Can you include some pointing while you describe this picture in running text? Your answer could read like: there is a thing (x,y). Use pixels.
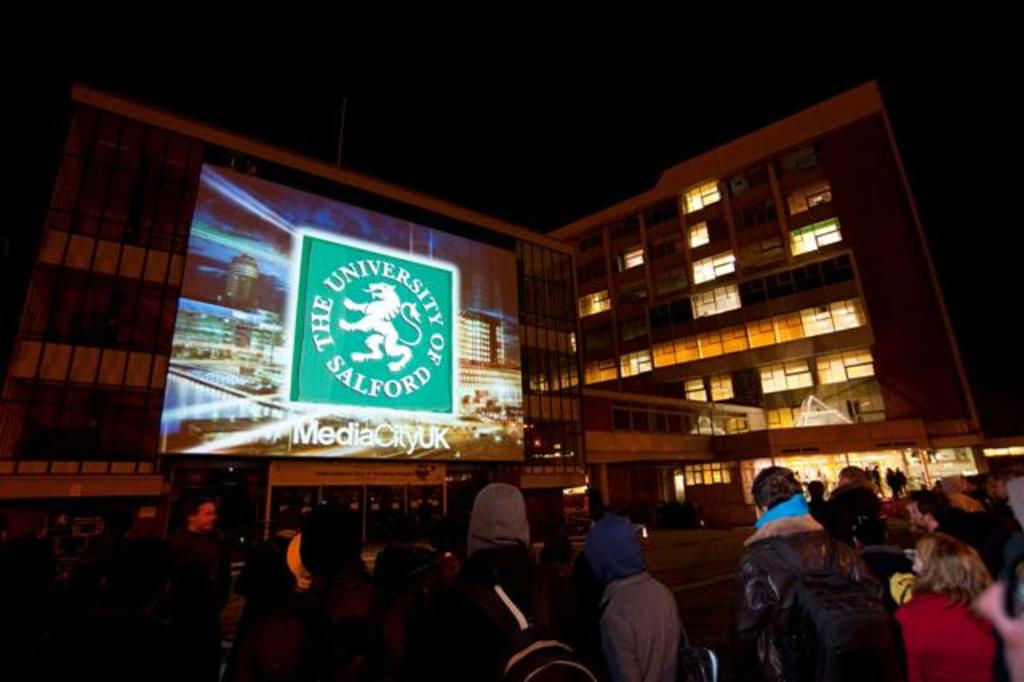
This image consists of few persons (979,552). In the background (293,507), there are buildings (669,437). And we can see a screen (342,356). At the bottom (663,550), there is a road (668,568).
